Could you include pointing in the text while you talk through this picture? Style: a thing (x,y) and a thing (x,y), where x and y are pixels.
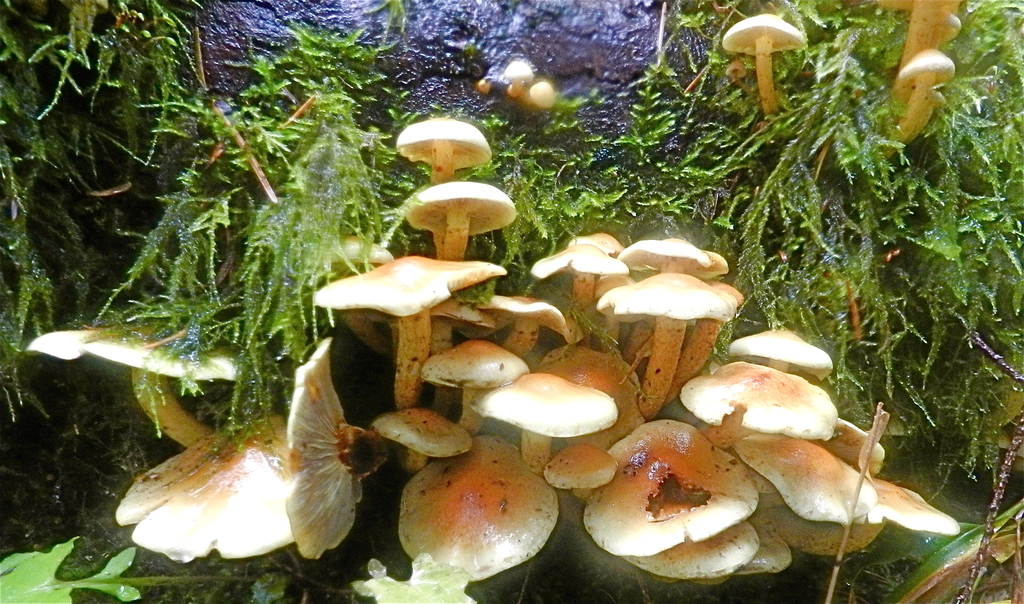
In this picture we can see mushrooms (705,312), moss (326,195) and in the background (613,7) we can see rock (599,7).
